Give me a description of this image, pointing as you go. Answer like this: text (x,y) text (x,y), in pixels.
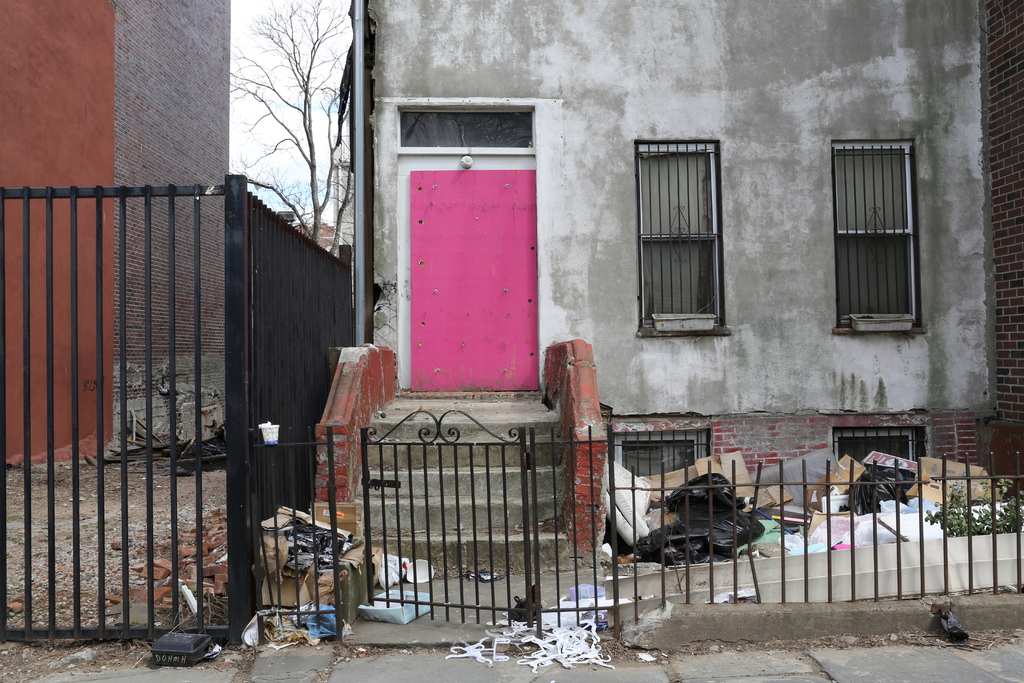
In this image I can see few buildings (427,117), windows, stairs (444,471), door (453,257), dry trees (274,192), railing (614,528), gate (379,460) and few objects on the road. The sky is in blue and white color.
